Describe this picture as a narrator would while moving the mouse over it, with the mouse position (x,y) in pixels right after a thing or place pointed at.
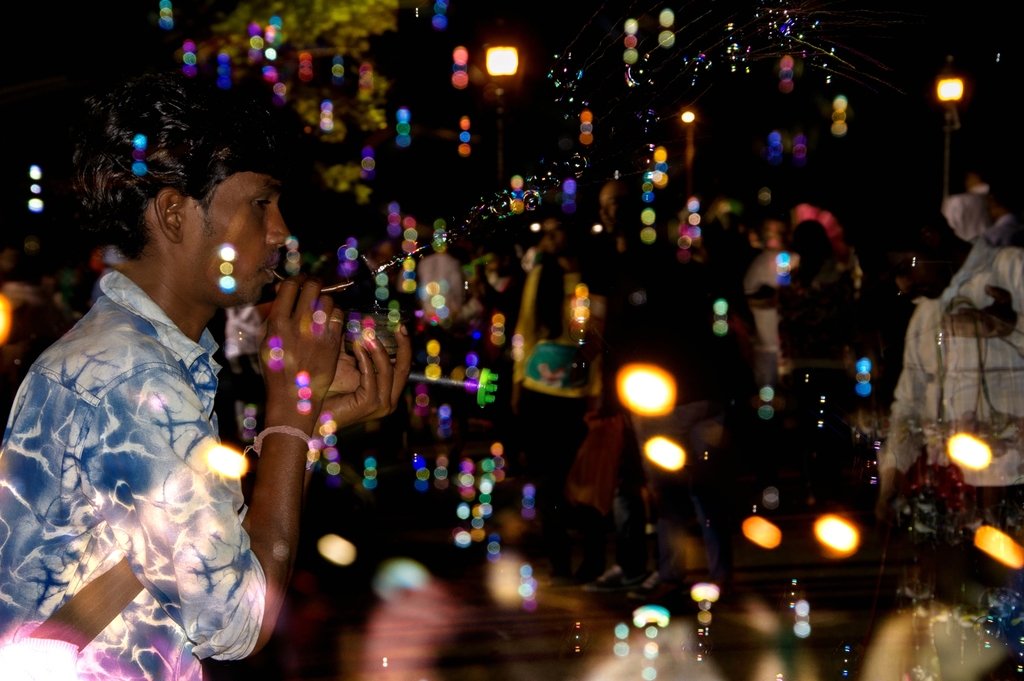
In the image we can see a man (162,459) wearing clothes (184,404) and holding an object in his mouth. Here we can see foam bubbles (495,206), light (651,393) and the back is dark blurred.
